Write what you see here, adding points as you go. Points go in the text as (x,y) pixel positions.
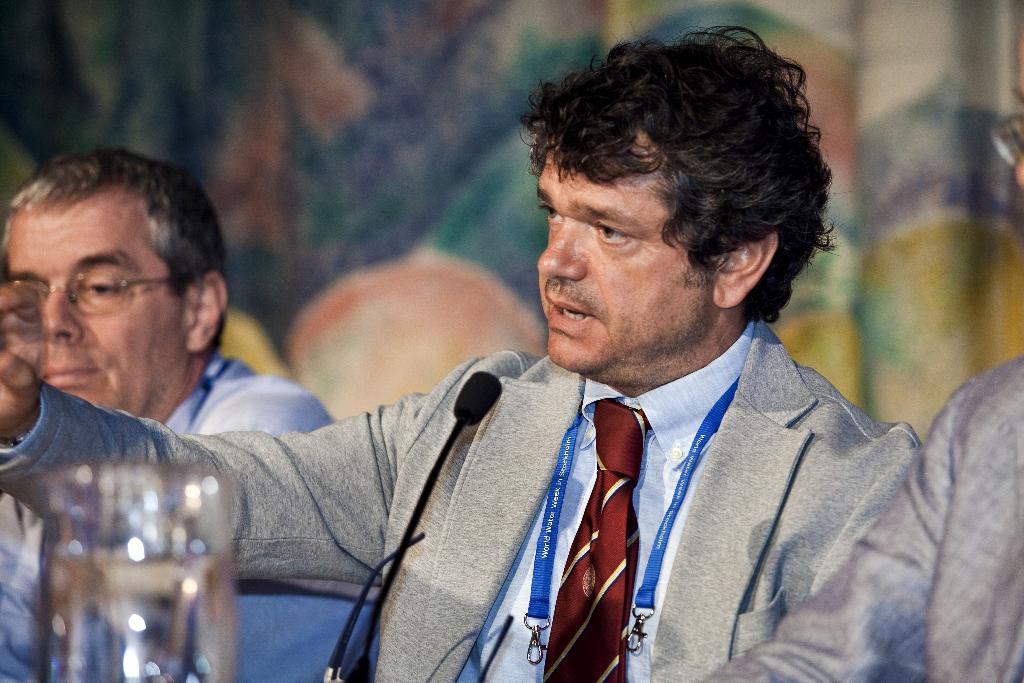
In this picture there is a man (535,441) who is wearing blazer (757,497), shirt (656,454) and tie (601,588). He is sitting near to the table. On the table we can see mic (485,384) and water glass (74,606). On the left (167,374) there is another man (156,266) who is wearing spectacle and shirt (263,385). In the back (427,235) we can see cloth (436,259). On the right (971,627) there is a man (945,641) who is wearing spectacle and shirt (985,504).
